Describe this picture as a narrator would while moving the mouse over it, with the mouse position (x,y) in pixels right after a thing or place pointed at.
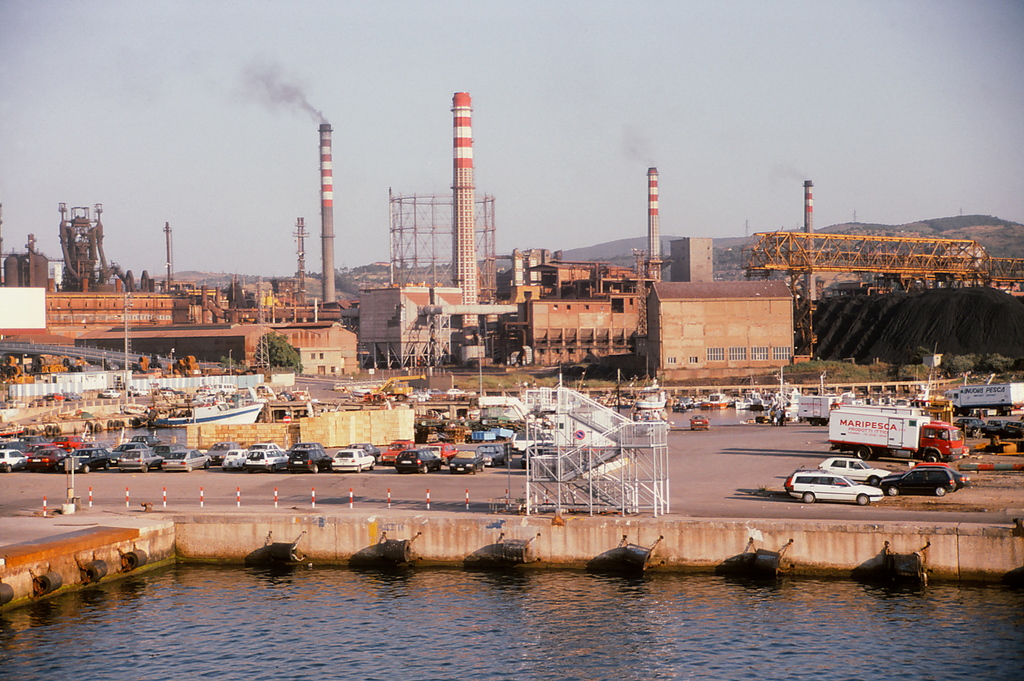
In this image I can see the water (525,628), few traffic poles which are orange and white in color, few stairs (540,489) which are made of metal (564,461), number of cars (418,463), few buildings (674,317), few towers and a crane (795,244) which is made of metal rods (835,247). In the background (724,207) I can see few mountains (1016,240) and the sky (607,144).
